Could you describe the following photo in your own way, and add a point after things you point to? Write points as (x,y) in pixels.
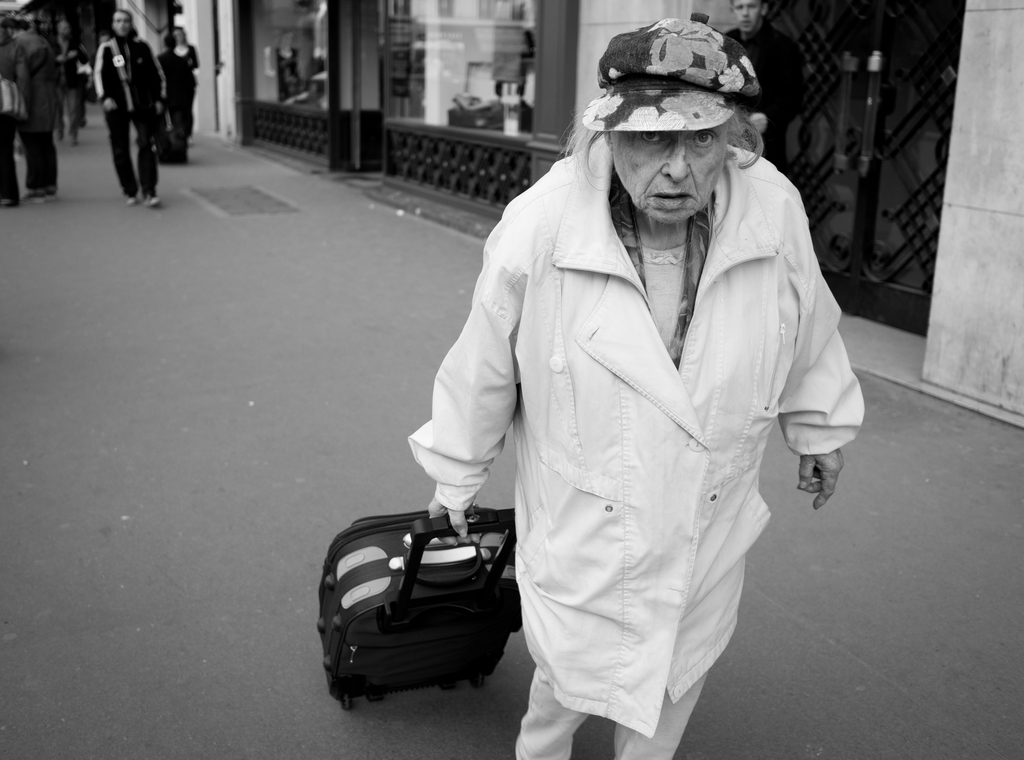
Black and white picture. Front this old women (730,382) wore jacket (671,557) and holding a luggage (441,539). Far few persons (153,101) are walking, as there is a leg (120,166) movement. In-front of this door (851,135) a person (765,97) is standing. Beside this woman (612,284) there is a building (993,42) with glass (479,80).
